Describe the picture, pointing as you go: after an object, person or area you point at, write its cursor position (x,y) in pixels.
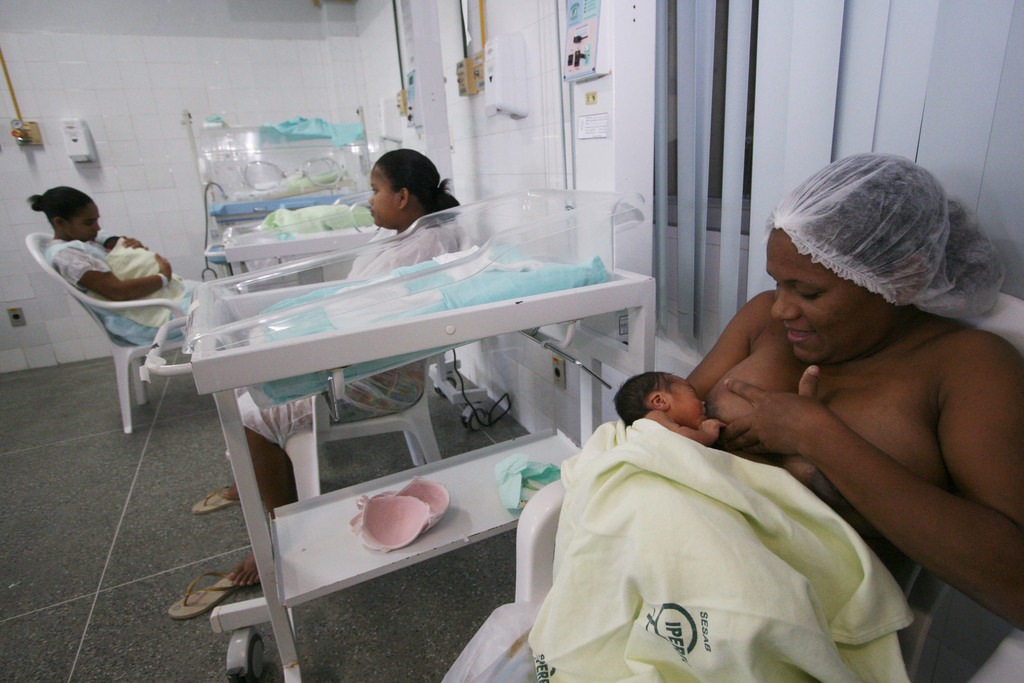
In this picture there are people (95,232), among them there are two women (744,502) holding babies (679,388) and we can see incubator beds (322,348), floor (226,543), chair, wall (436,117), window blind (769,97) and objects (581,45).
